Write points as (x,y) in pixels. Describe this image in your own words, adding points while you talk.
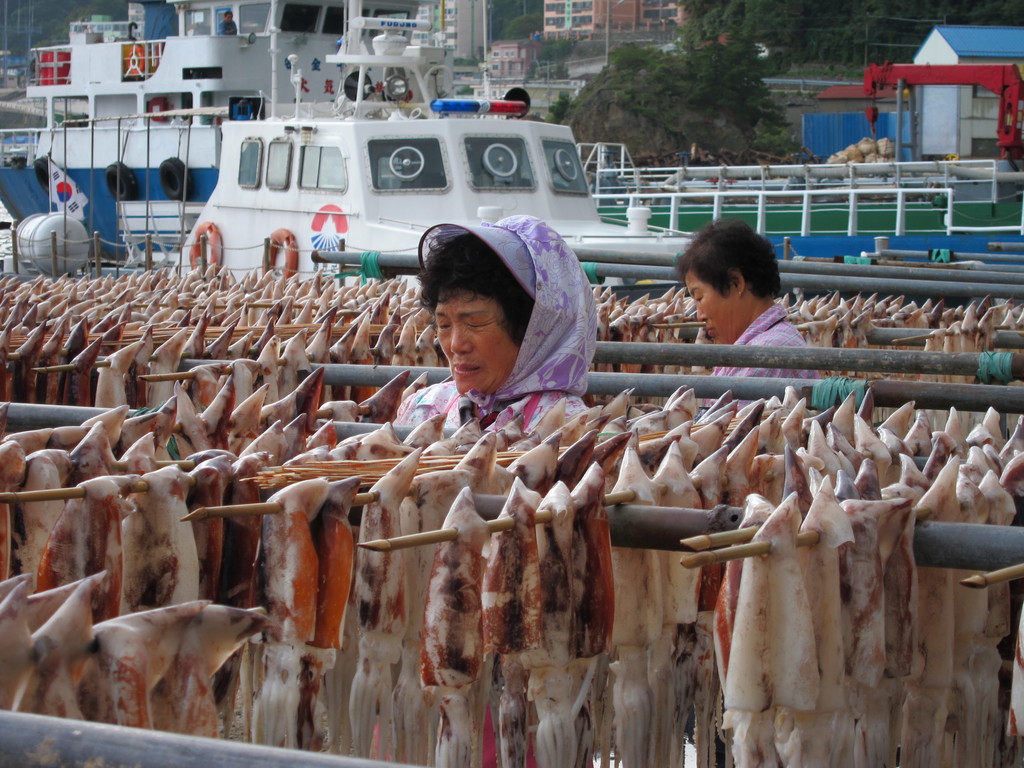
In this picture I can see the meat (343,318) on the sticks (638,381) and I see 2 women (546,318). In the middle of this picture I see few boats (395,154). In the background (453,28) I can see the buildings (645,20) and the trees (614,54).
